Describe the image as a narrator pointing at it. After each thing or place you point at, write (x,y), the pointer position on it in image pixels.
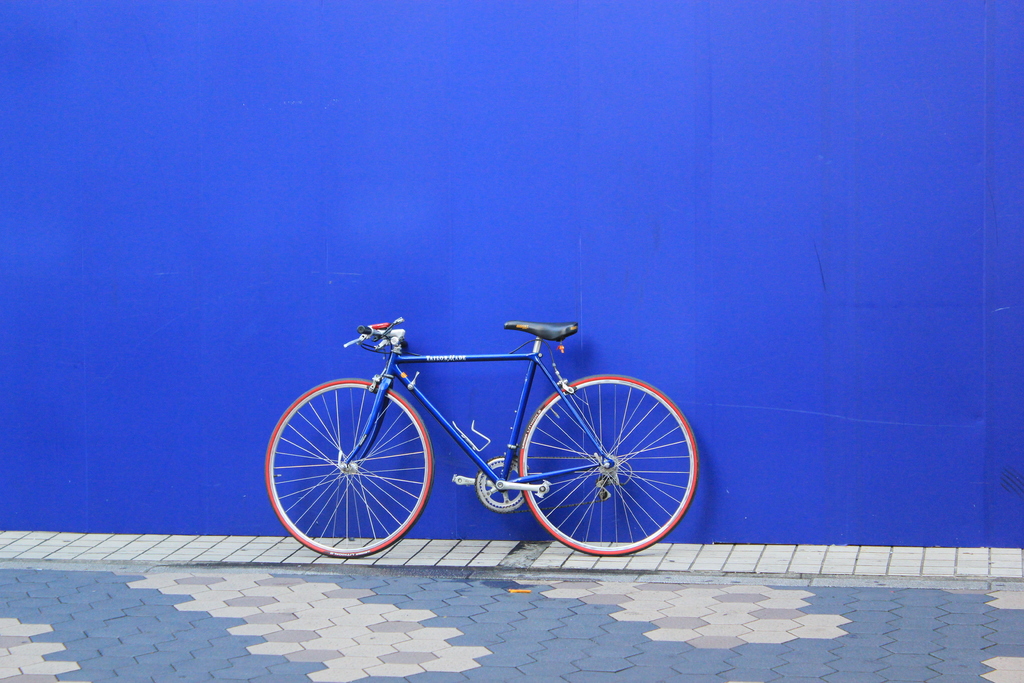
In this picture we can see a bicycle (435,358), in the background (464,401) there is a blue color wall (584,153), at the bottom (409,639) there are some tiles (3,633).
